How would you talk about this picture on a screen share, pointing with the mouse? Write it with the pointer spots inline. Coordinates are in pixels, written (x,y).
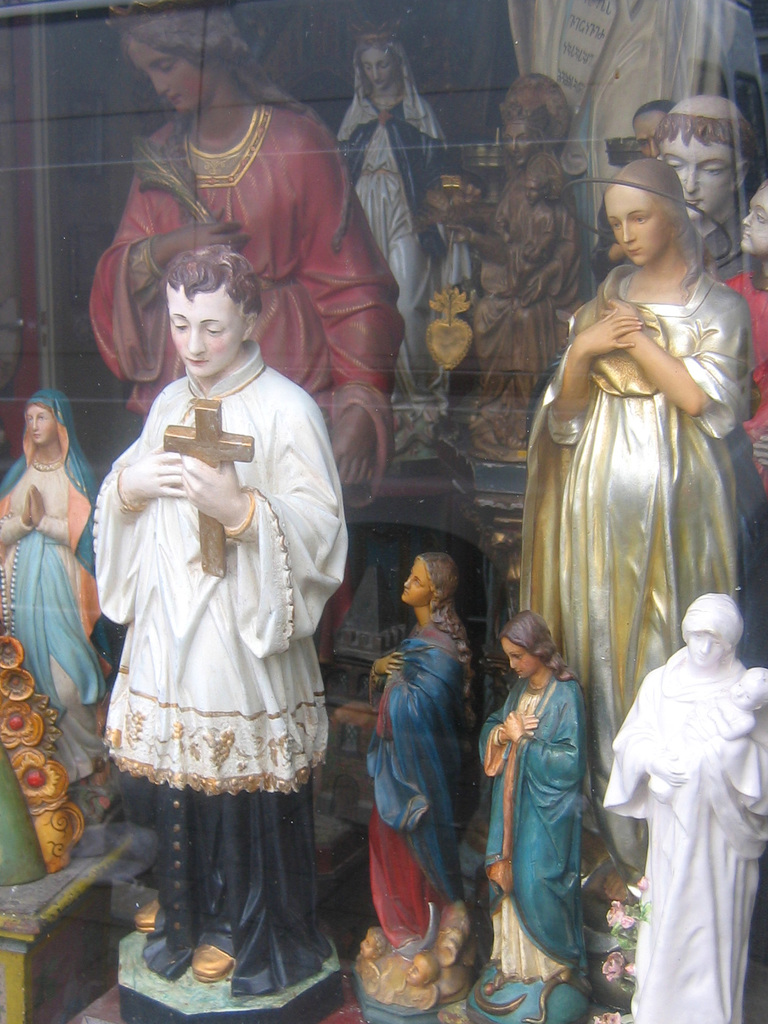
In this image, we can see some statues (305,539).
